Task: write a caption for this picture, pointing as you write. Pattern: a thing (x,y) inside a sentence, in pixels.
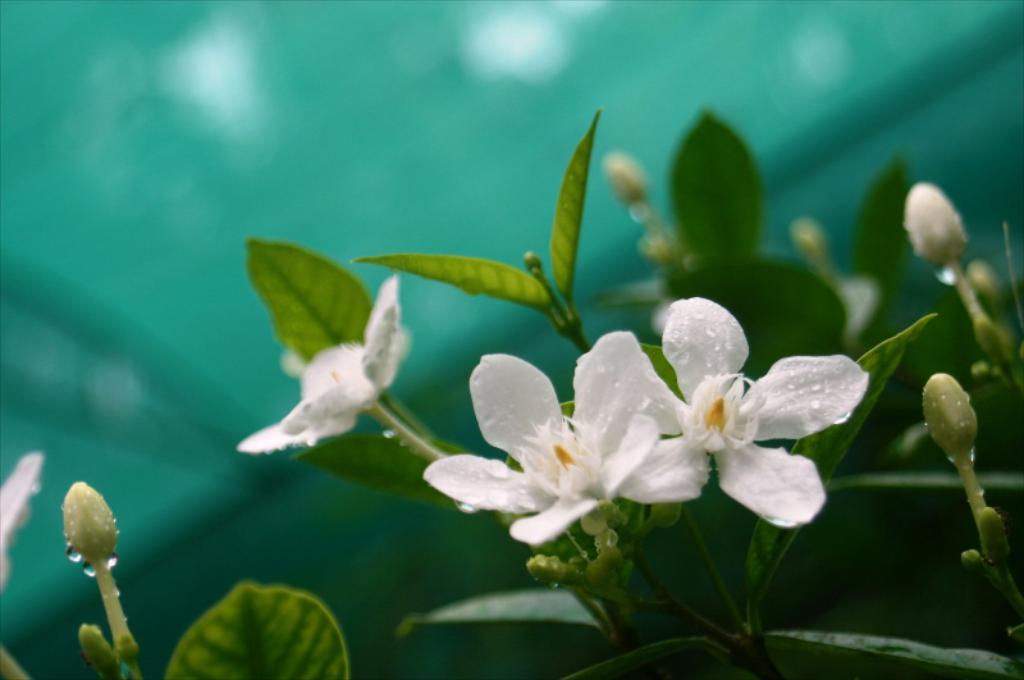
In this image there are flowers (666,484), leaves (288,616) and buds (110,527) to the stems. There are water droplets (86,572) on the flowers (651,398) and buds (111,542). The background (386,153) is blurry.
